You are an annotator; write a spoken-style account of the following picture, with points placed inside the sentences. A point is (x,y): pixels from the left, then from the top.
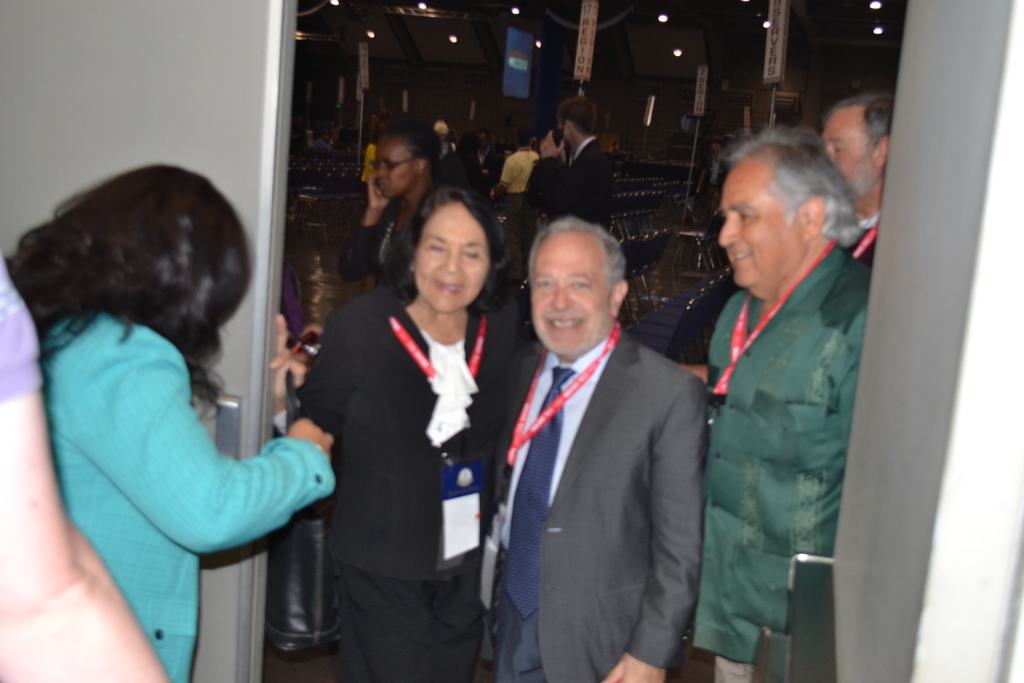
In the center of the picture (550,338) there are people (505,303). In the foreground (950,284) there is a gate (967,644). In the background (659,191) there are chairs (671,201). At the top (515,45) there are lights (540,45), banners (582,32) and a screen (523,77).
